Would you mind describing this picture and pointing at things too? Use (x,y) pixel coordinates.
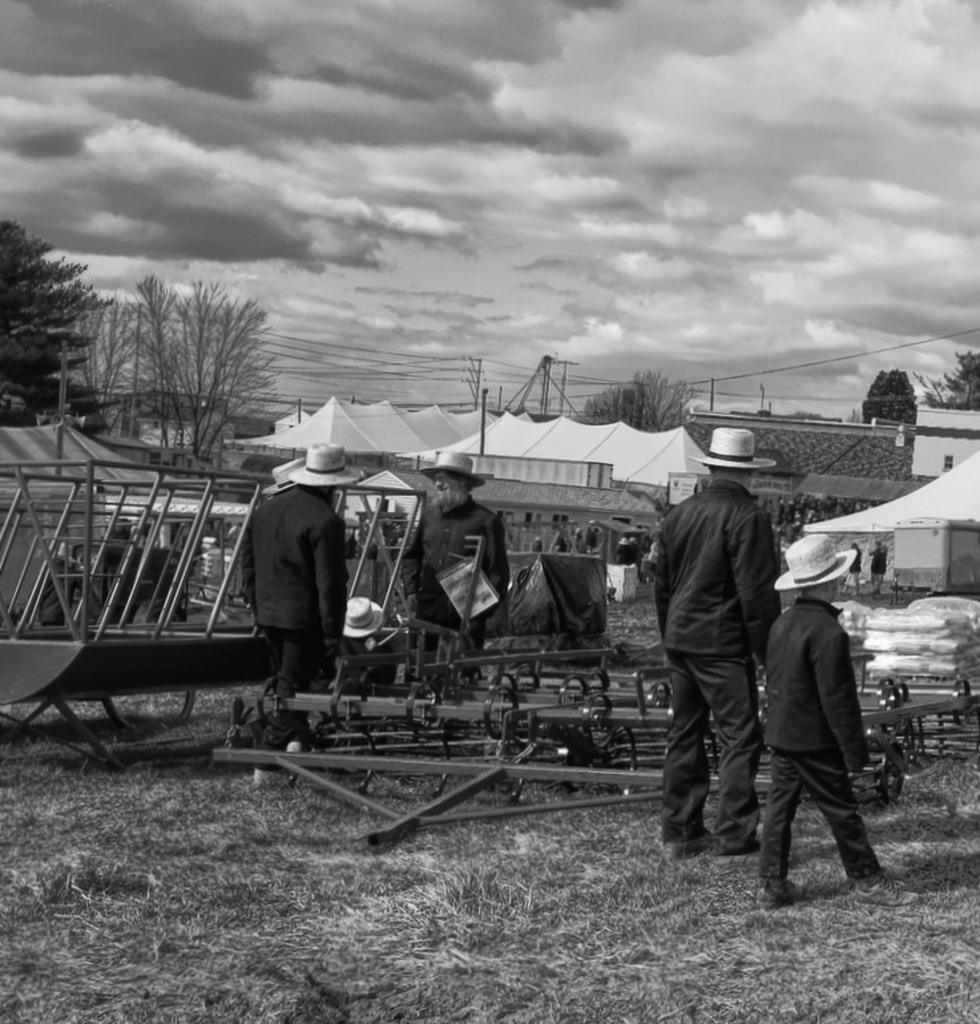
In this image, we can see some people (733,726) standing, there are some white color tents (417,432), there are some trees (966,369), at the top (355,135) there is a sky (375,118) which is cloudy.
